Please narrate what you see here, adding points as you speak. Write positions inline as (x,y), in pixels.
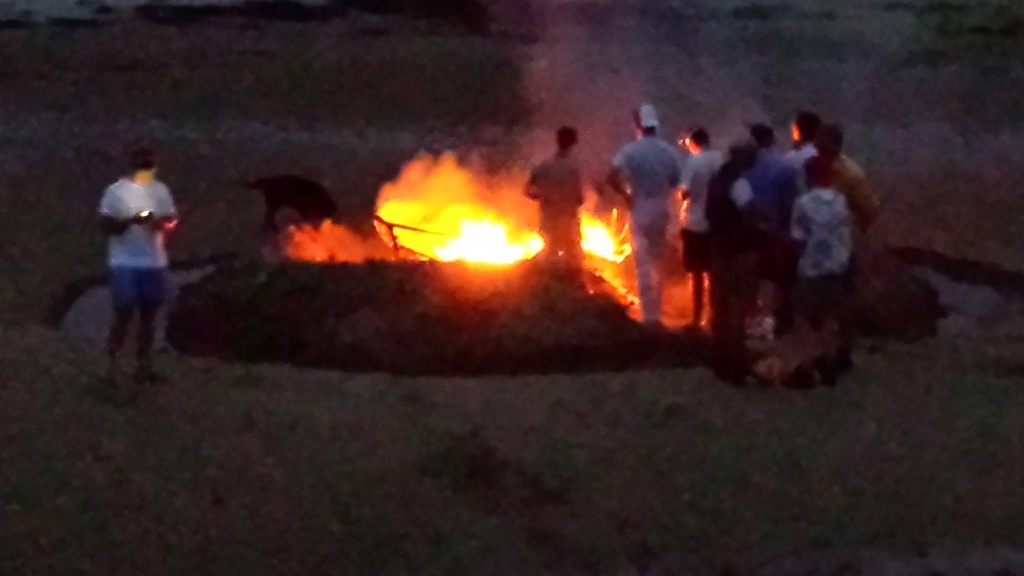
In this image I can see number of people (650,164) are standing and I can also the fire (458,170) in the centre of the image (474,199). I can also see this image is little bit in dark.
